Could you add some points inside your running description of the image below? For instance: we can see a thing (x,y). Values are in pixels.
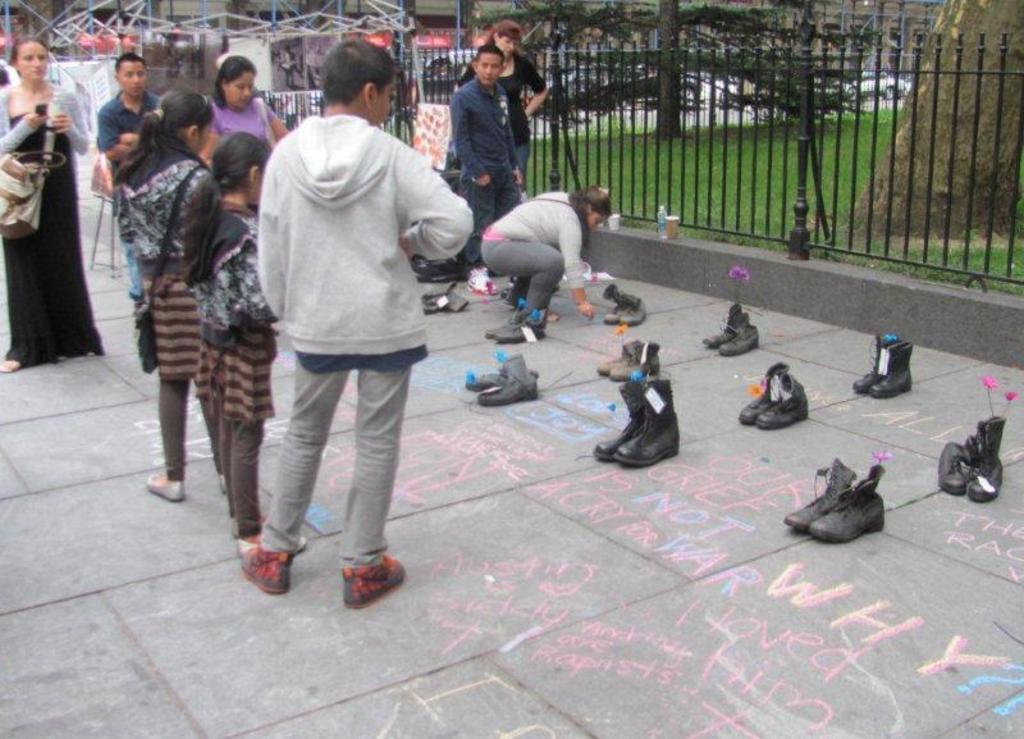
In this image there are group of persons (246,244) standing, pairs of shoes (960,473) with the tags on the road (823,368), iron grills (865,253), plants (662,33), grass (688,219), bottle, glasses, buildings (878,10), vehicle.
